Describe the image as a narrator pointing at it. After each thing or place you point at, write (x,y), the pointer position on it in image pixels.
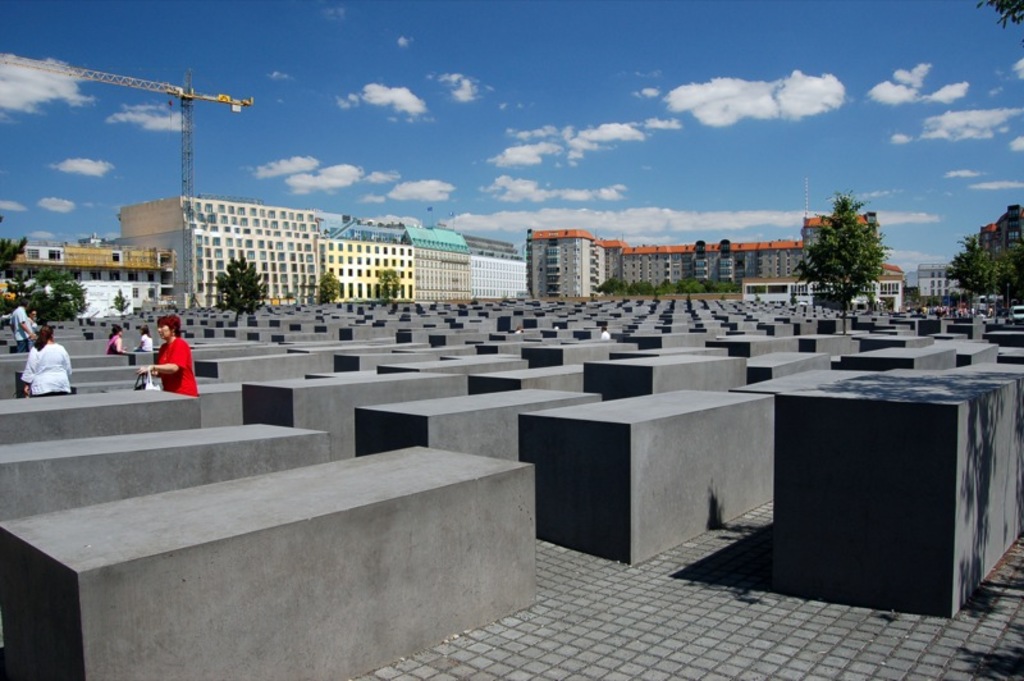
In this image I can see number of stone seats (646,306) on the ground (658,581). On the left side of this image (115,338) I can see few people (53,348). In the background (73,314) I can see number of trees (37,296), number of buildings (266,265), a crane (149,86), clouds (827,78) and the sky (599,88). I can also see shadows (967,376) on the right side of this image (768,578).
